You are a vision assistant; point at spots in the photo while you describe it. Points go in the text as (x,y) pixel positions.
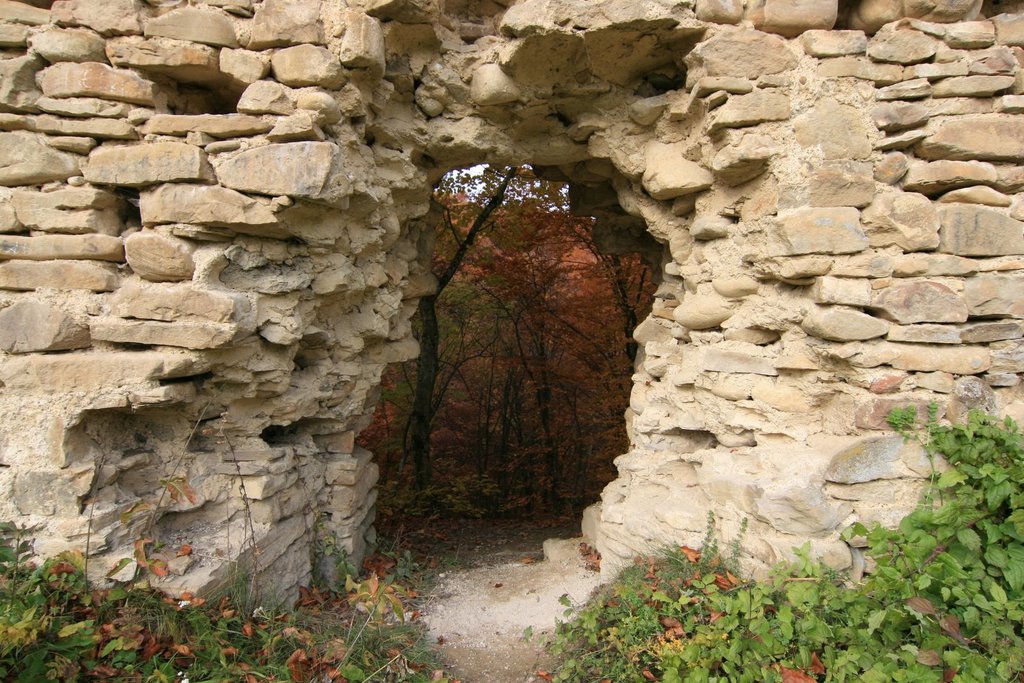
In the center of the image (385,234) there is a stone arch (289,356). At the bottom of the image (330,623) there are plants (118,650). In the background of the image (448,341) there are trees (475,413).
